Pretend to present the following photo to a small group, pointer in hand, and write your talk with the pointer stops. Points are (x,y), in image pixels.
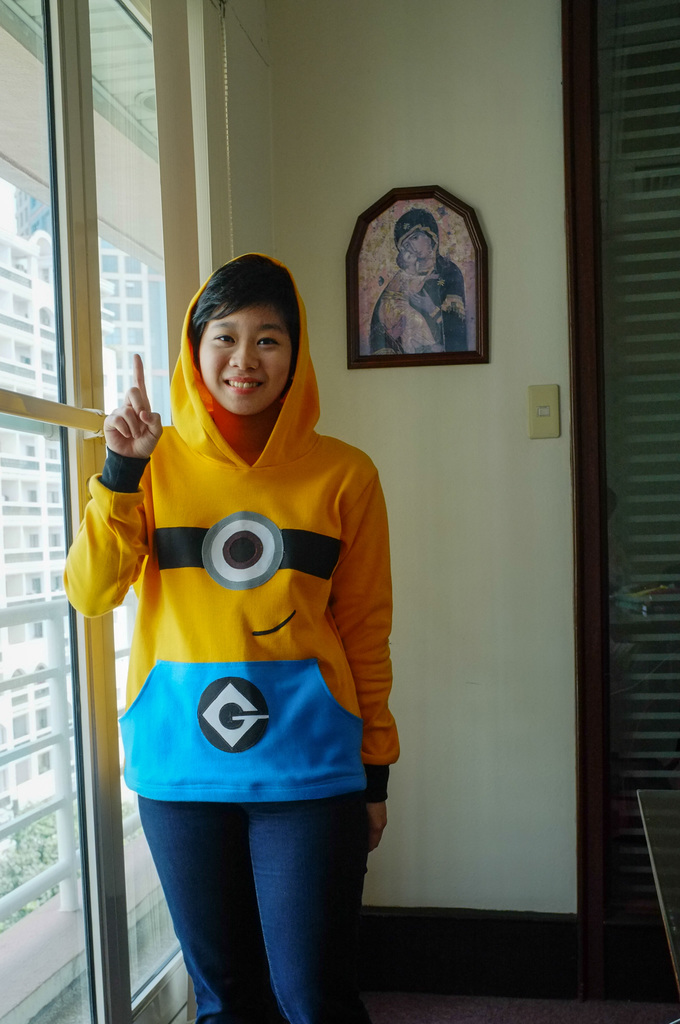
In this image there is a person (243,399) showing index finger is standing beside the glass wall (144,310), also there is a photo frame (489,254) on the wall (499,302) and a view of building (12,664) from the glass wall (12,664).
